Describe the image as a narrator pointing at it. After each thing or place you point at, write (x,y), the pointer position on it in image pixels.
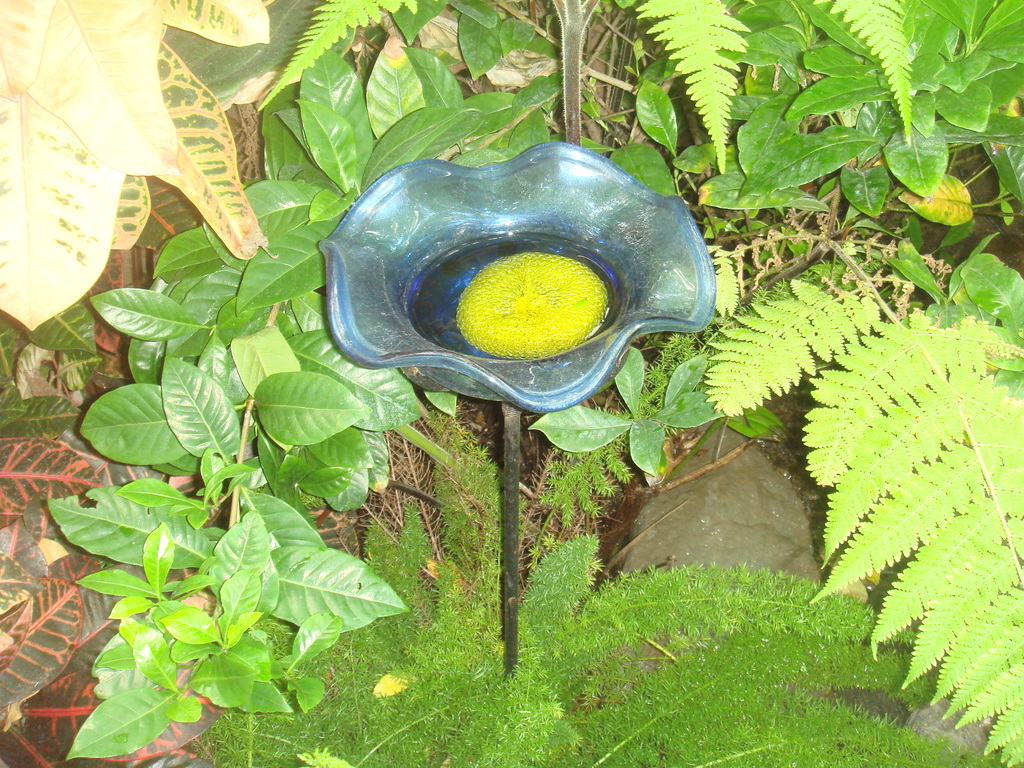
In this picture I can see there are few plants (406,640) and there are leaves (266,536) here and there is a blue color object (478,376), there is some thing (519,323) in it and it is attached to a pole (505,559).
